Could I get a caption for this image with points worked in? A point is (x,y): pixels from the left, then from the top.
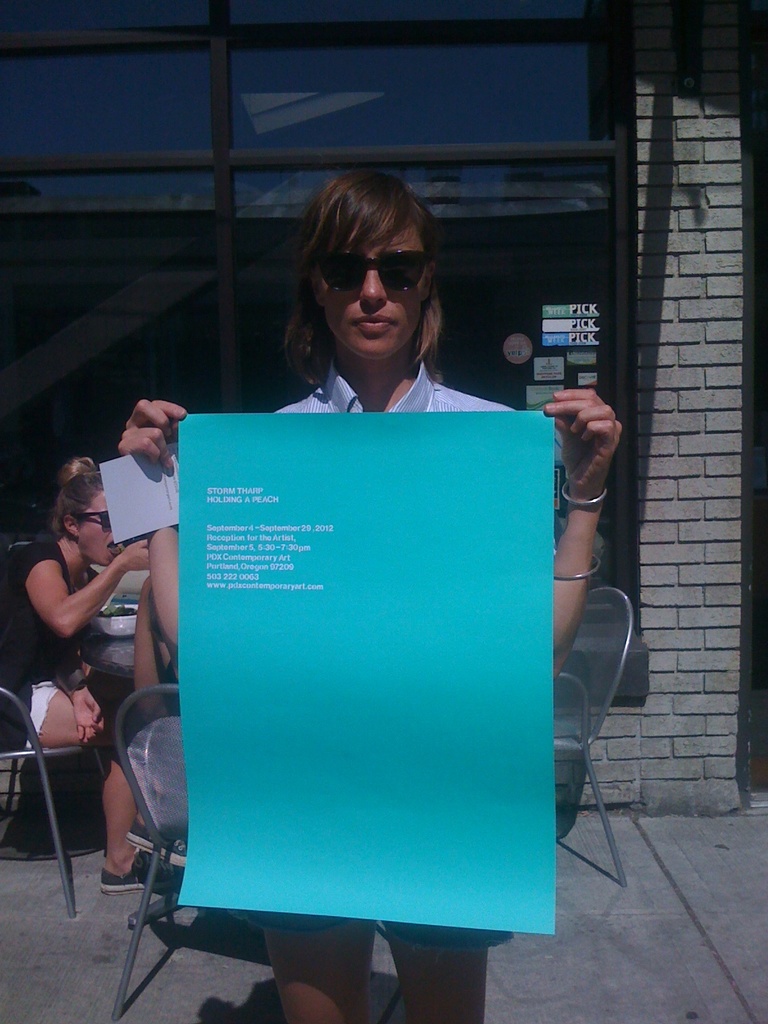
In the center of the image (340,634) we can see a woman (430,409) holding papers (411,534) with some text (290,553) in her hands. On the left side of the image (68,572) we can see women (109,591) sitting on chairs (52,750). In the background (683,362), we can see building (614,287) with glass windows (619,258).
